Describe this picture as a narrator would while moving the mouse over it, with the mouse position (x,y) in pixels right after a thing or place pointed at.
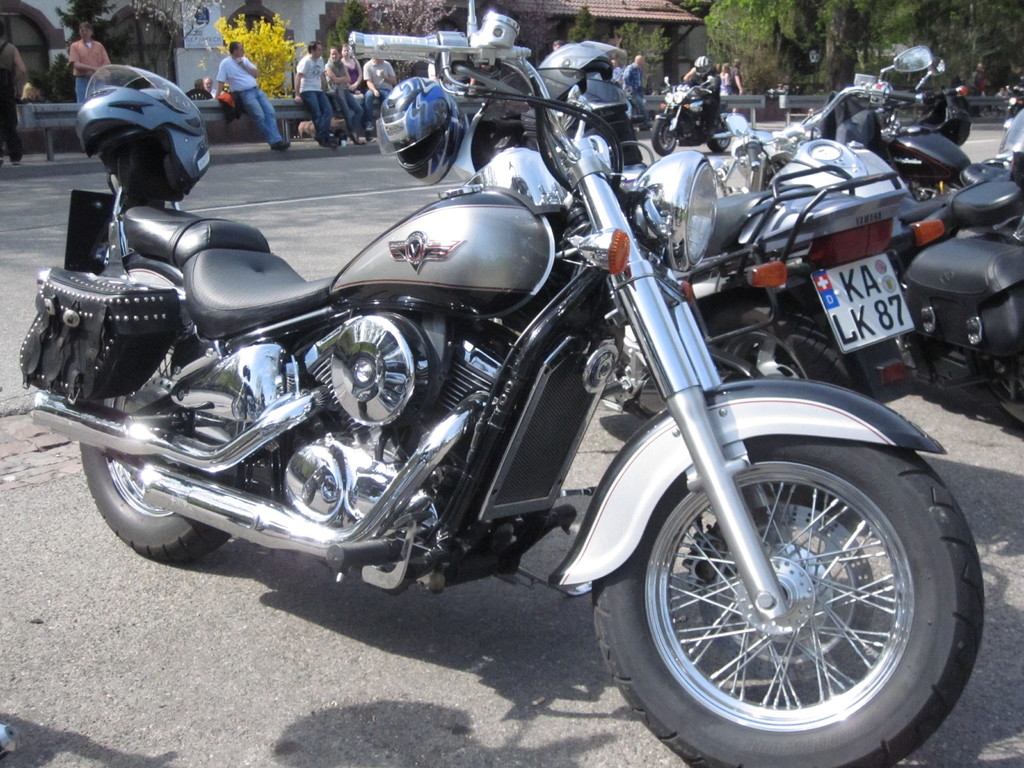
In the center of the image (498,411) there are vehicles (590,534) on the road (297,724). In the background of the image (253,24) there are people (88,51), building (681,26), trees (967,27).
